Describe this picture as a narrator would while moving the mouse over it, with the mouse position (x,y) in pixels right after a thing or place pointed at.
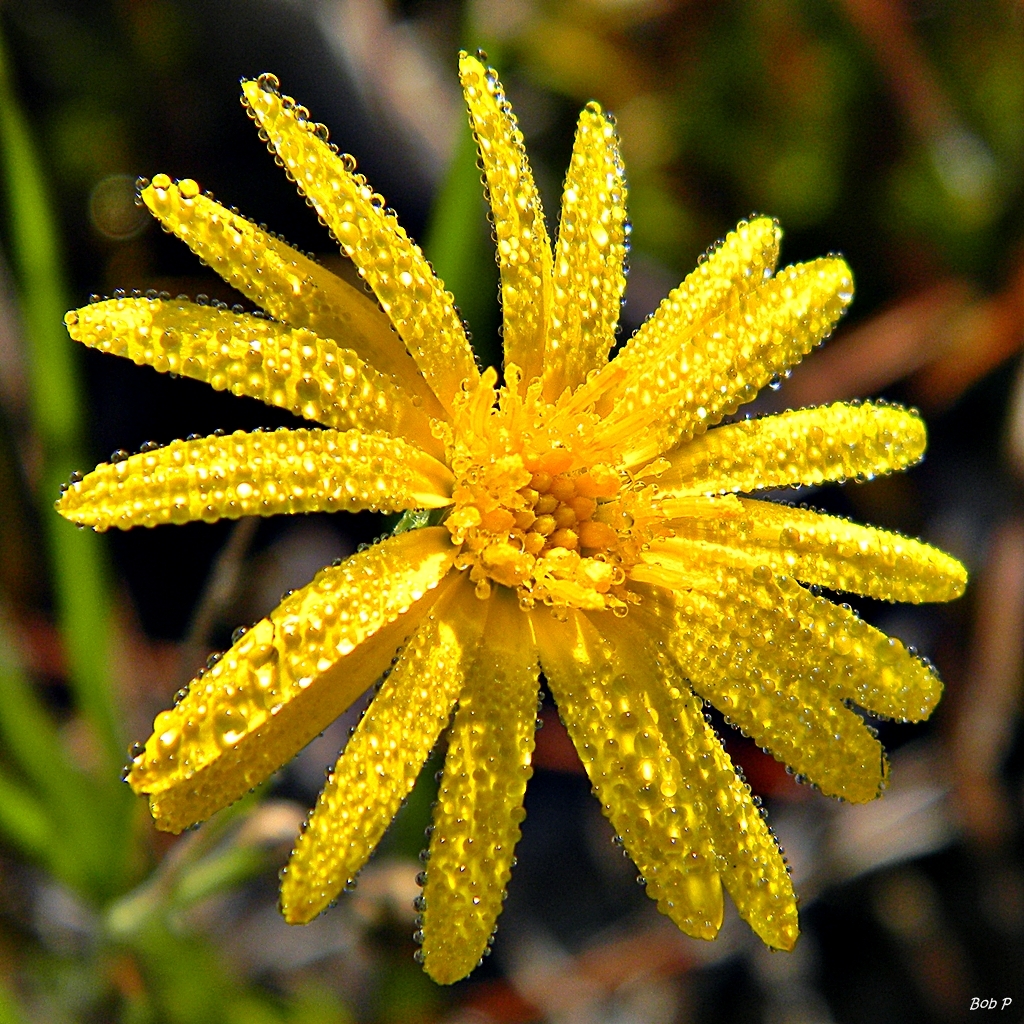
In this picture we can see a flower (581,520) and in the background (339,728) we can see it is blurry, in the bottom right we can see some text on it.
